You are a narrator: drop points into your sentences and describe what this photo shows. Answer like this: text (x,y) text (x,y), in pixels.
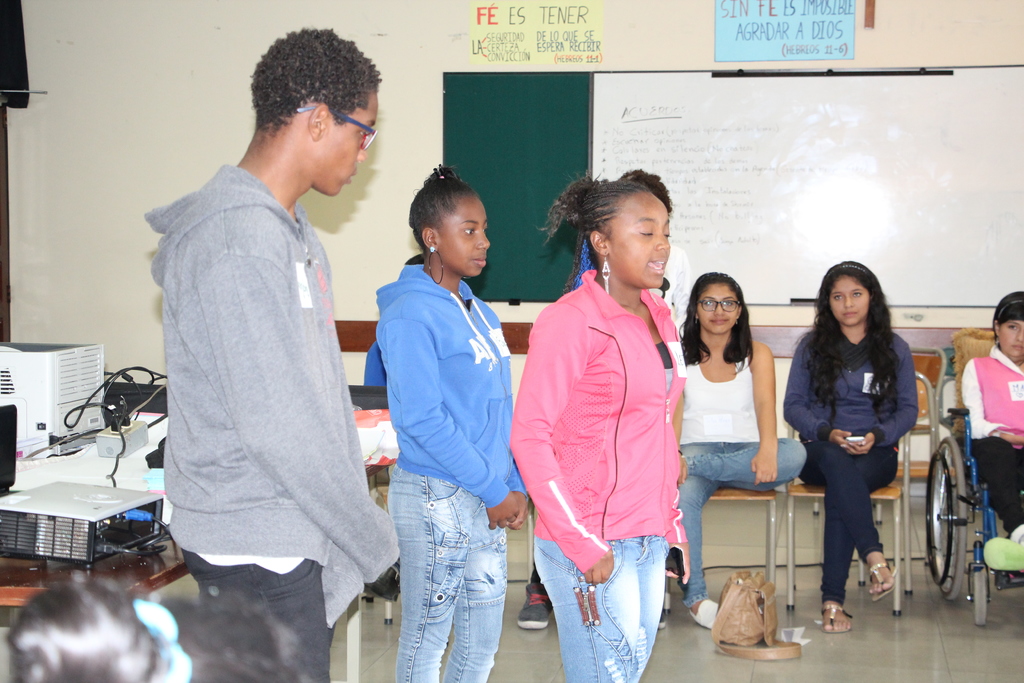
This picture shows few people (321,272) are standing and few are seated on the chairs (790,513) and we see a girl (974,413) seated on the wheelchair (988,512) and we see a white board (787,252) and couple of posters (565,53) on the wall (692,19) and we see a projector (92,512) on the table (59,585) and we see a handbag (743,623) on the floor (710,648).
